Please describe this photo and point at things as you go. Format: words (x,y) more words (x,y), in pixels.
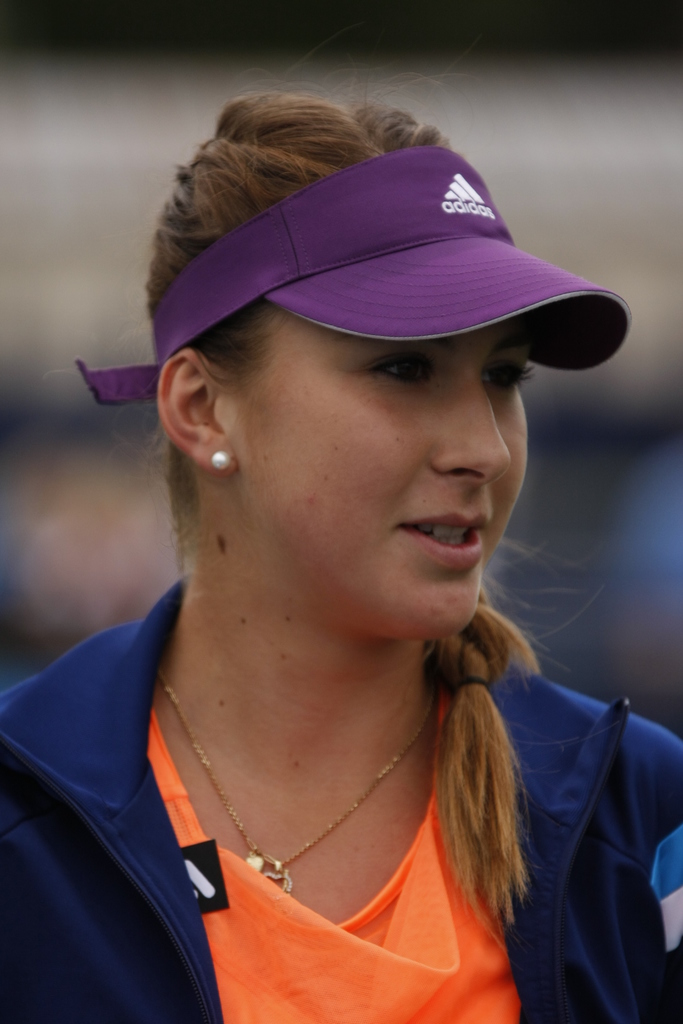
In this image I can see a woman (391,679) wearing orange and blue colored dress (146,934) and purple colored cap (389,277). I can see the blurry background (27,532).
